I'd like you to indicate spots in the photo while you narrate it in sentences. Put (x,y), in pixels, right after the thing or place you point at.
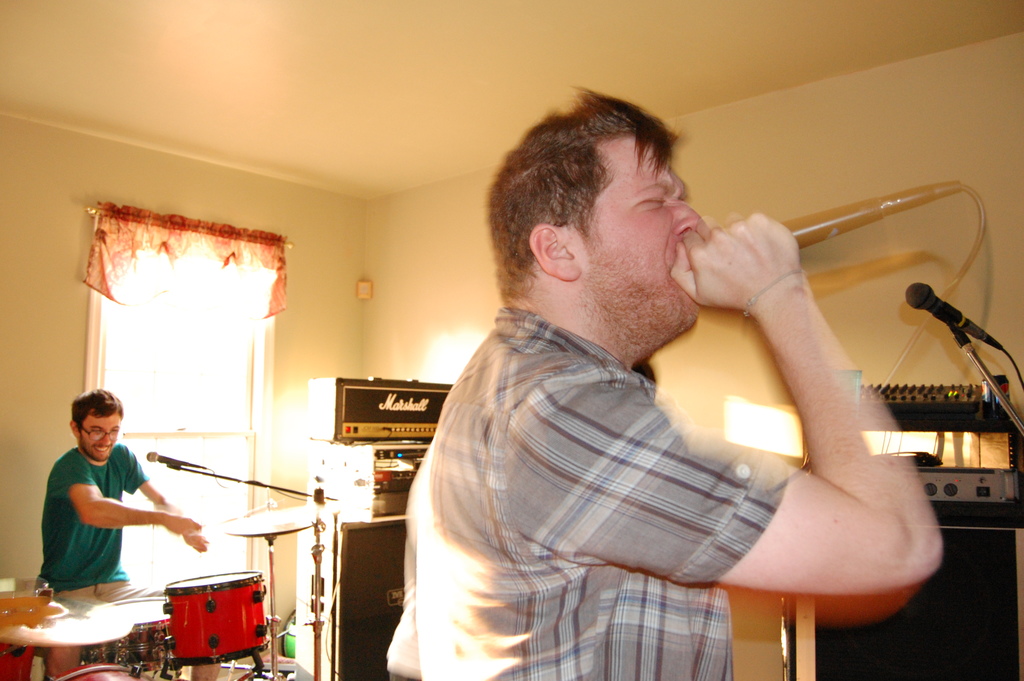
2 people (620,610) are present in a room (679,163). The person (609,358) at the front (672,204) is holding a microphone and singing. The person (118,414) at the back (118,414) is playing drums (253,637). There is a window (229,397) at the back (220,383).
